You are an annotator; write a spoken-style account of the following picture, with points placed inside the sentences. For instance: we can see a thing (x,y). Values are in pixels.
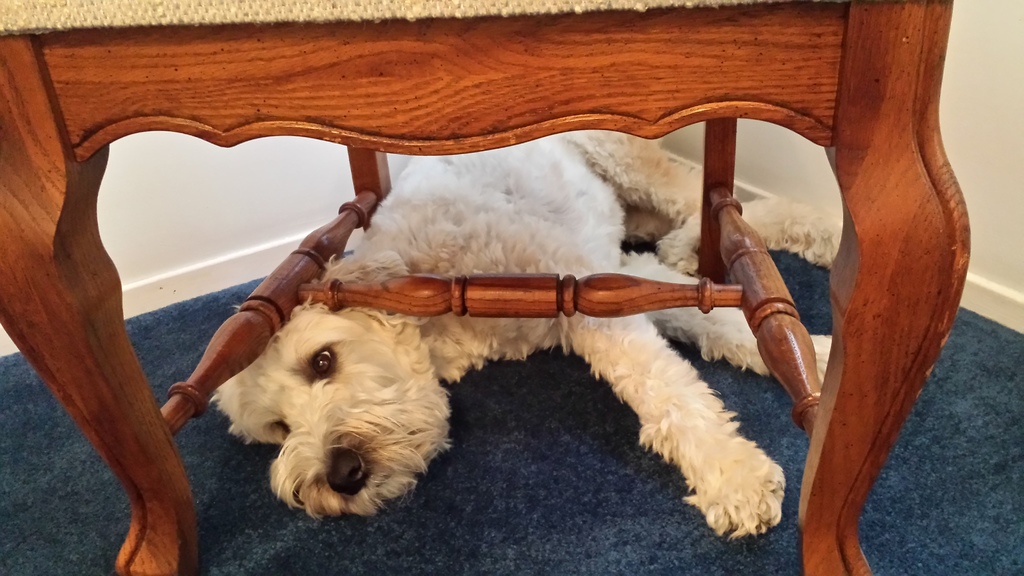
There is a white dog (454,242) lying on a blue mat (518,413) which is under a wooden chair (293,106).
